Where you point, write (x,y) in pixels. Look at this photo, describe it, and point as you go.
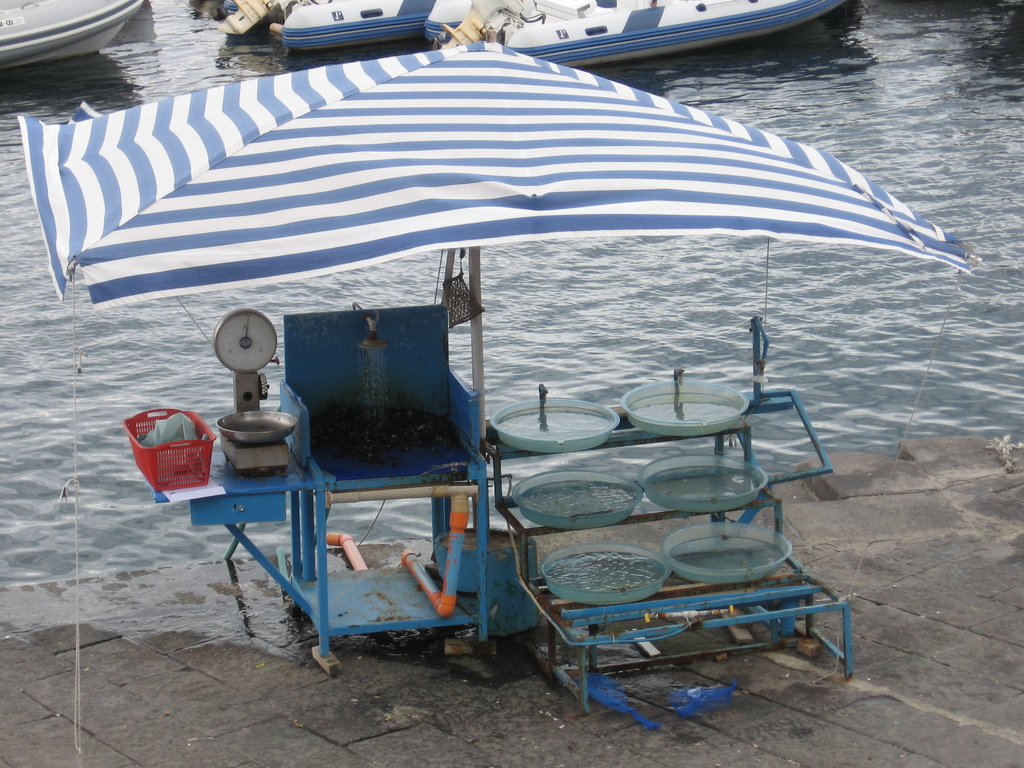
In the foreground of the pictures there are chair (417,395), plates (589,413), umbrella (311,189) weighing machine (222,425), basket (193,446) and other objects (365,417). At the top of the picture (51,12) there are boats (418,21) in the water (874,323).
